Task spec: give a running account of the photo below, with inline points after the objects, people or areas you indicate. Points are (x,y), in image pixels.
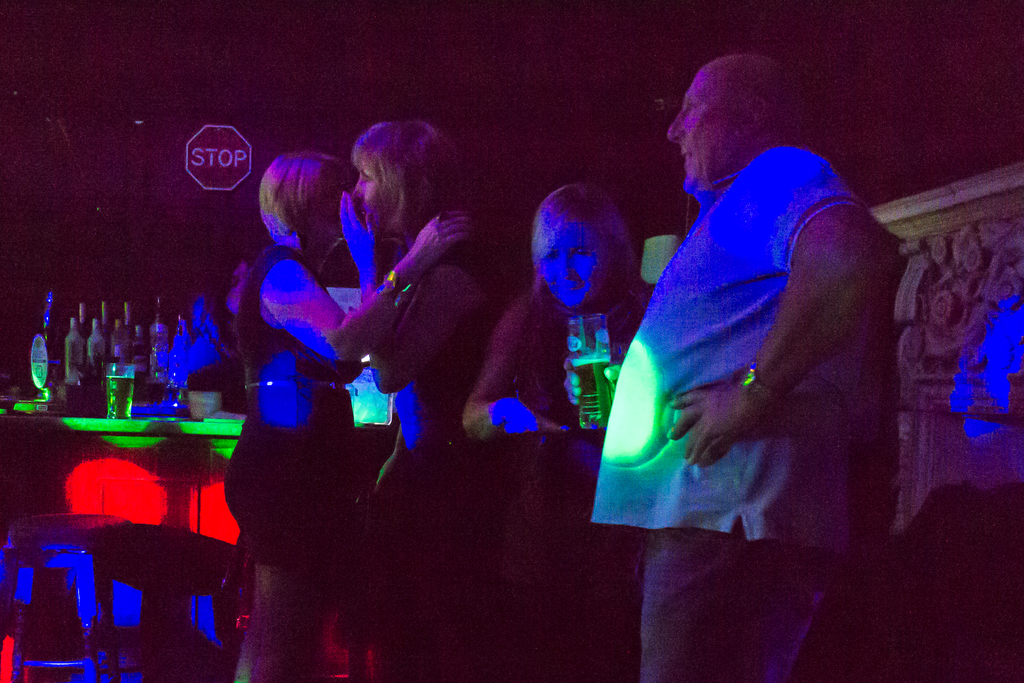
On the right side of the image (859,315) there is a man (725,407) standing and holding a glass (581,360) in his hand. Beside him there are three ladies (365,305). Behind them there is a table (168,415). On the table (168,415) there are bottles (150,376) and glass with drink (116,387) in it. On the left side of the image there is a stool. In the background (211,160) on the wall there is a sign board (197,157). And behind the man (839,244) there is a wall (988,211) with designs (965,286).
